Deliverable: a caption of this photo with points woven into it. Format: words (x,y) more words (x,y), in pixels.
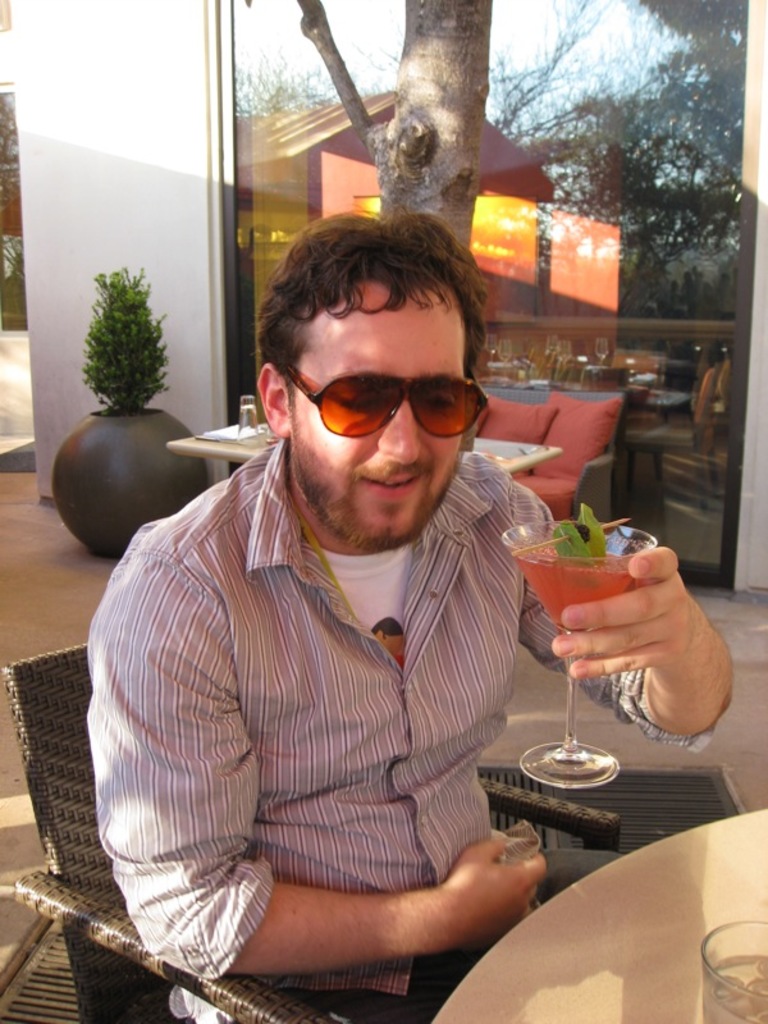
In this image I can see a man (412,375) is sitting on a chair (57,892) and holding a glass (618,541). I can also see he is wearing a shades (429,413). Here on this table (696,959) I can see a glass (767,932) and in the background (99,383) I can see a tree (412,26) and a plant (140,348).
